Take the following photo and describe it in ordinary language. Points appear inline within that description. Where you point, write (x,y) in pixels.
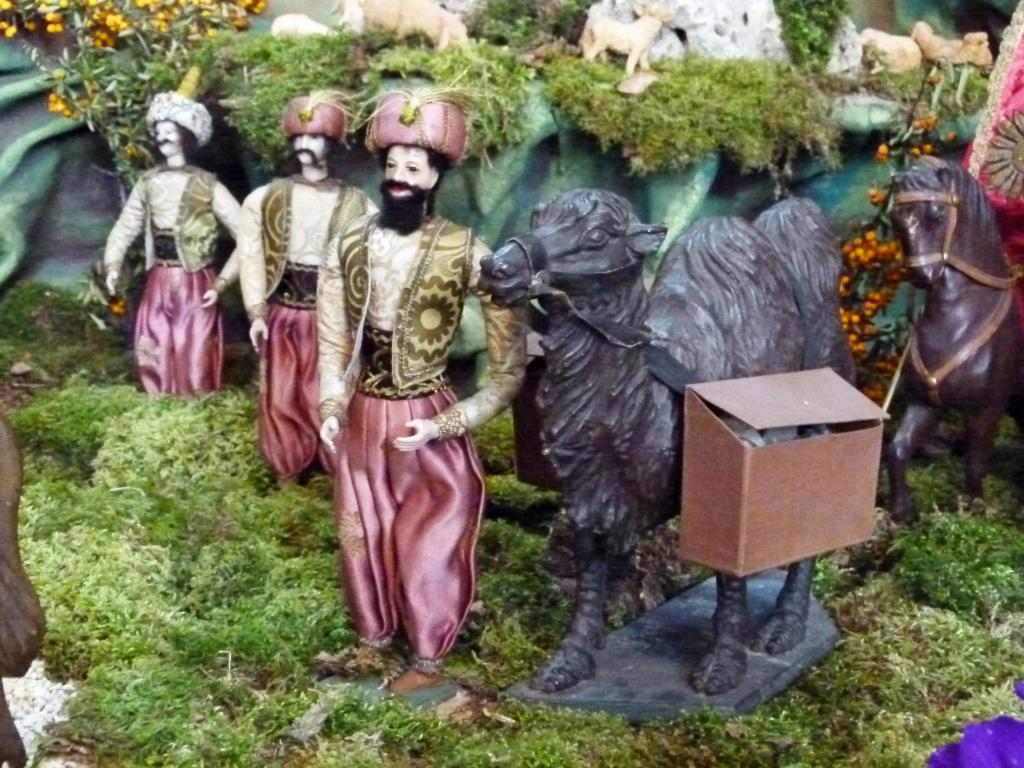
In the picture we can see some art (0,445) with some man dolls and besides we can see a camel and horse structure (927,331) in the grass (81,623) and in the background (72,43) we can see some plants (741,120) and some animals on it.
